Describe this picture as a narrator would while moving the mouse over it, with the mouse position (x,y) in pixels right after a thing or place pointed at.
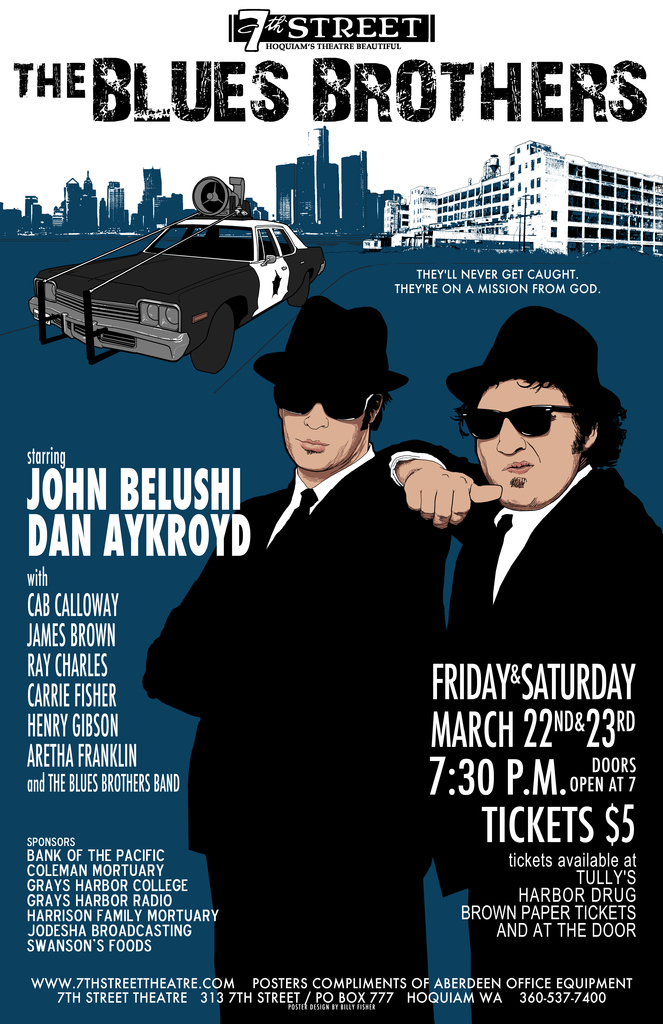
In this image we can see a poster (355,500) of two persons (339,452), car (258,274) and buildings (470,188). On the poster (239,562) we can see some letters (133,545) and numbers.
